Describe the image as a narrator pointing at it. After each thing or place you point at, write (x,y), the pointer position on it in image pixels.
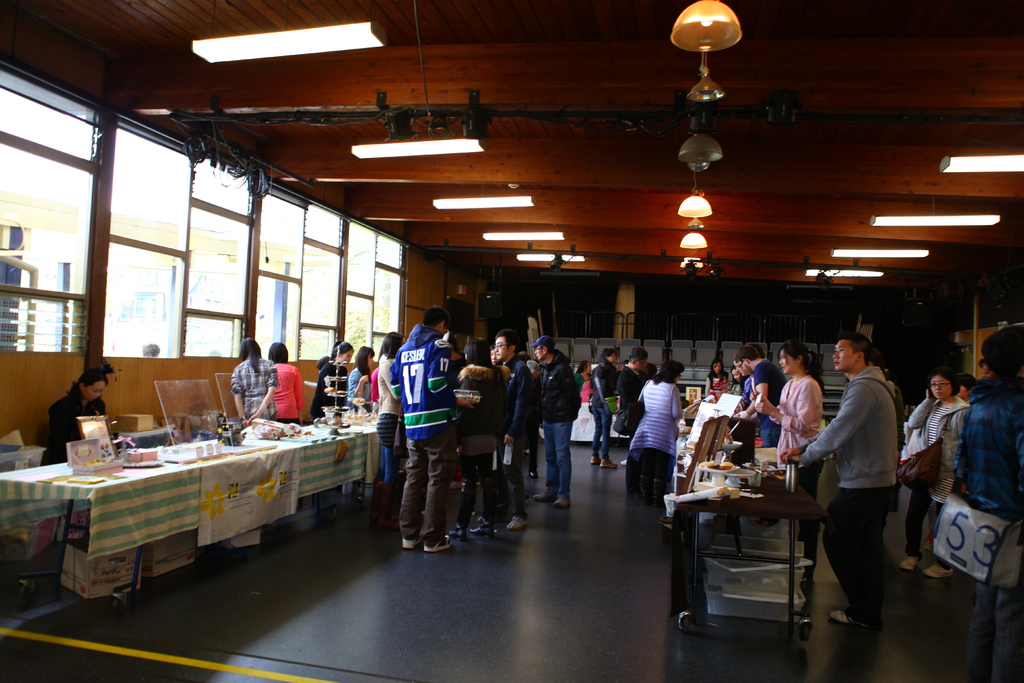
This picture describes about group of people (671,403), they are standing, in front of them we can see few boxes (792,558) and other things (342,447) on the tables (742,510), on top of them we can find few lights (347,26).
